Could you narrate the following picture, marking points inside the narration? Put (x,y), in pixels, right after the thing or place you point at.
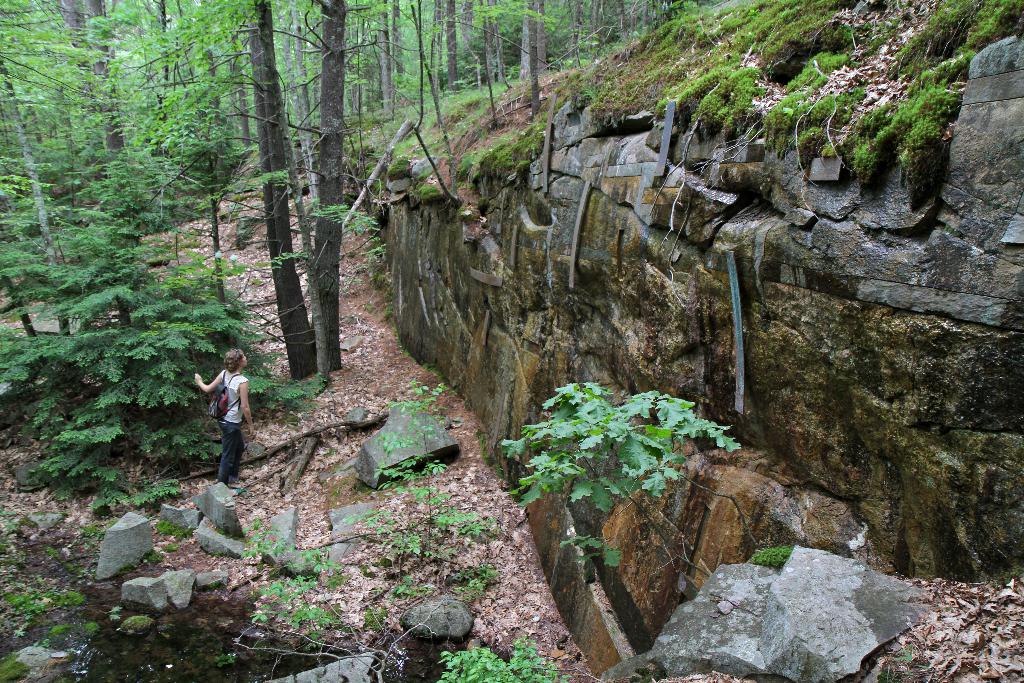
In this picture there is a person (232,413) carrying a bag (219,414) and we can see rocks (426,449), grass (446,98), leaves (518,581) and trees (174,31).
